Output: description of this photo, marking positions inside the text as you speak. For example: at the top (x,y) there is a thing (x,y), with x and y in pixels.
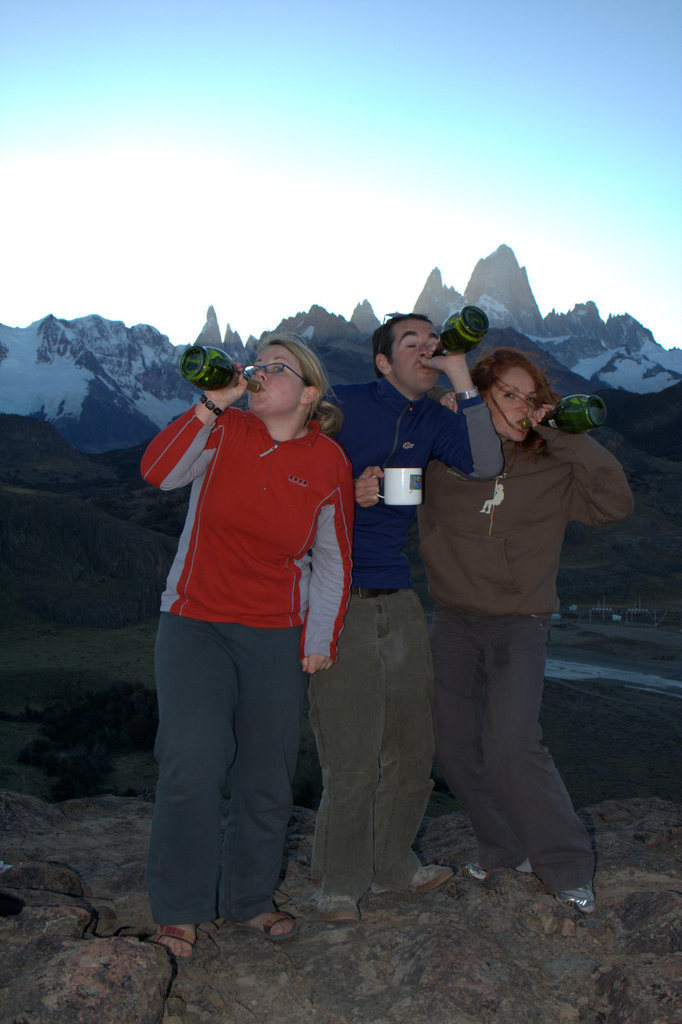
In this picture I can see there are three people (254,496) standing and there is a man (374,625) standing between women (426,510). They are drinking wine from the wine bottles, there are rocks (254,956) on the floor (288,898). In the backdrop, there are a few mountains (131,381) in the backdrop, they are covered with snow (651,355).
